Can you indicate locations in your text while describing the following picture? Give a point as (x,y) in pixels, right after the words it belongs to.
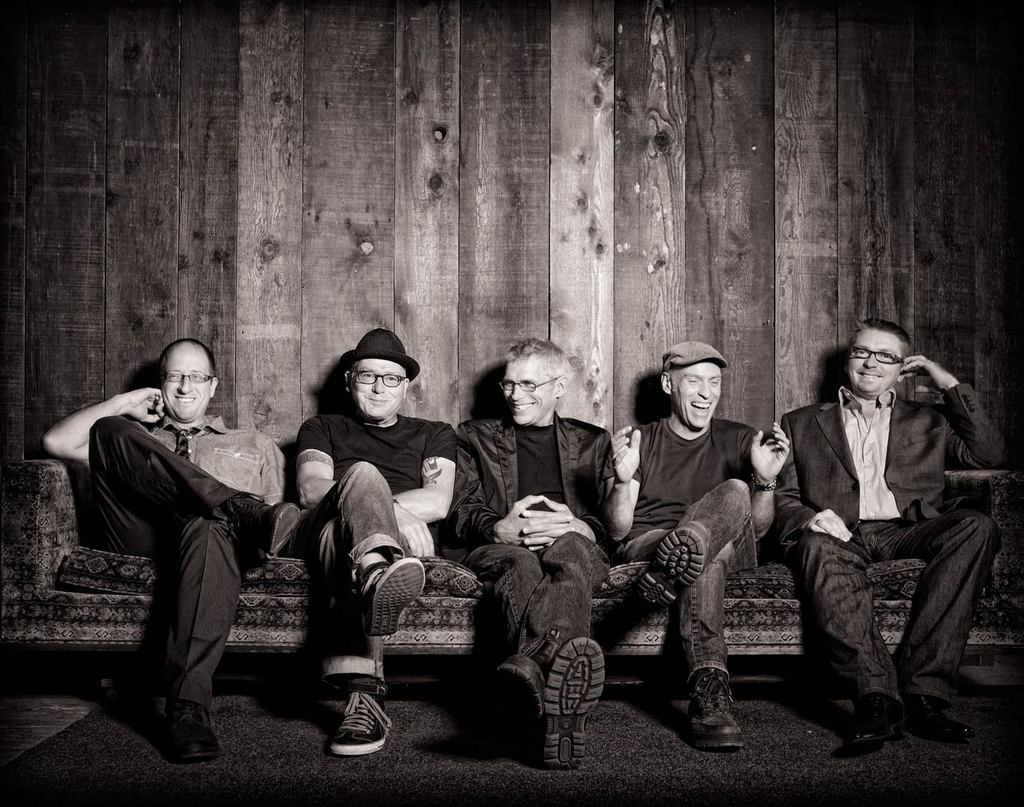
In this image I can see five persons (230,535) are sitting on the sofa (131,576). In the background (927,308) I can see a wooden wall (593,247). This image is taken in a hall (284,687).
